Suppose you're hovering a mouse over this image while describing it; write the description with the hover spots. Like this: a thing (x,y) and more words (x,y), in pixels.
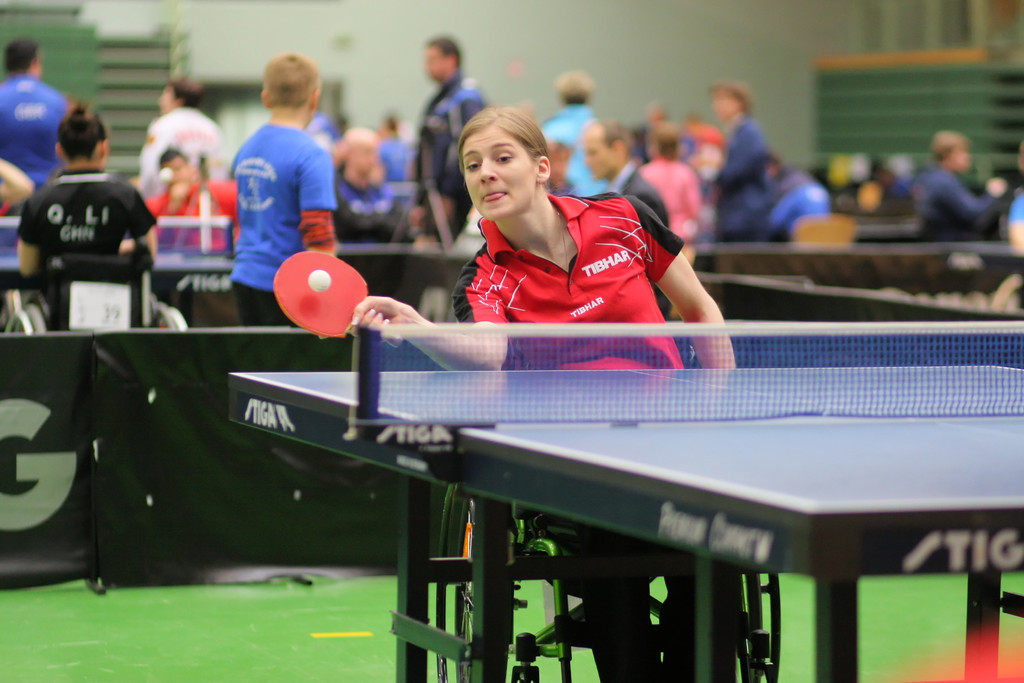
In this image we can see a woman (627,295) sitting on a wheel chair (557,541) playing table tennis holding a racket (297,301) in her hand (384,314). On the backside (76,437) we can see a fence (88,441) and a group of people (475,105).
